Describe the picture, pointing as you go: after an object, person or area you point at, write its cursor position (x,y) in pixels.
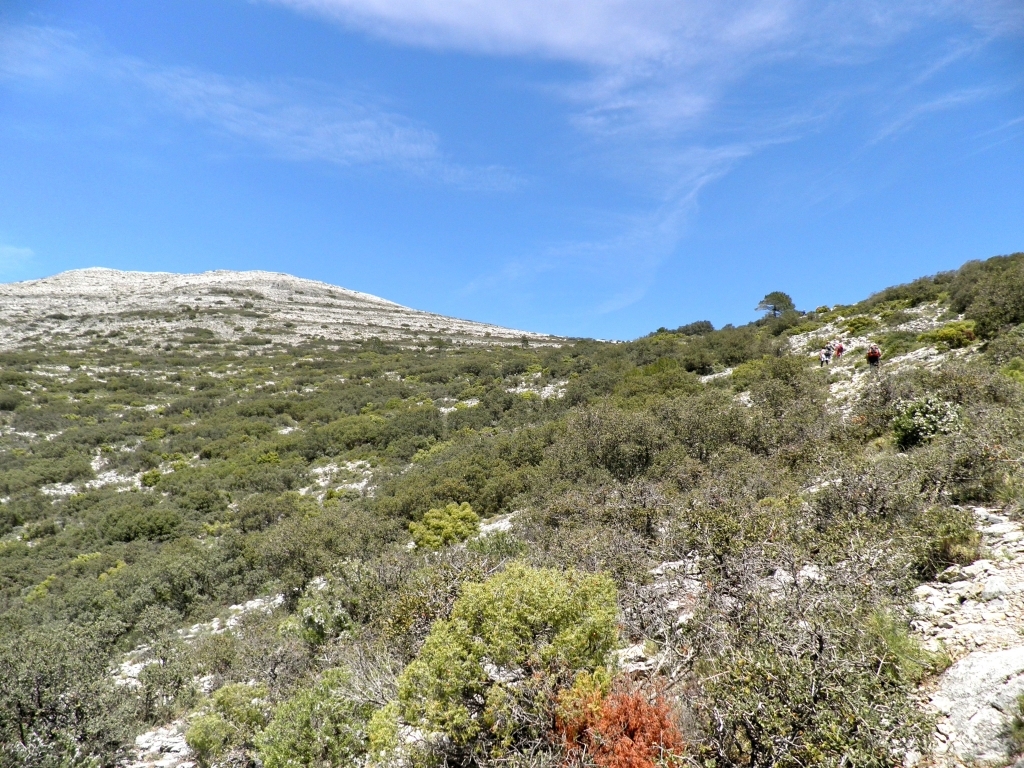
This image consists of many plants (512,479) and trees (560,412). It looks like a mountain (129,352). At the top (534,181), there is sky (978,211).
